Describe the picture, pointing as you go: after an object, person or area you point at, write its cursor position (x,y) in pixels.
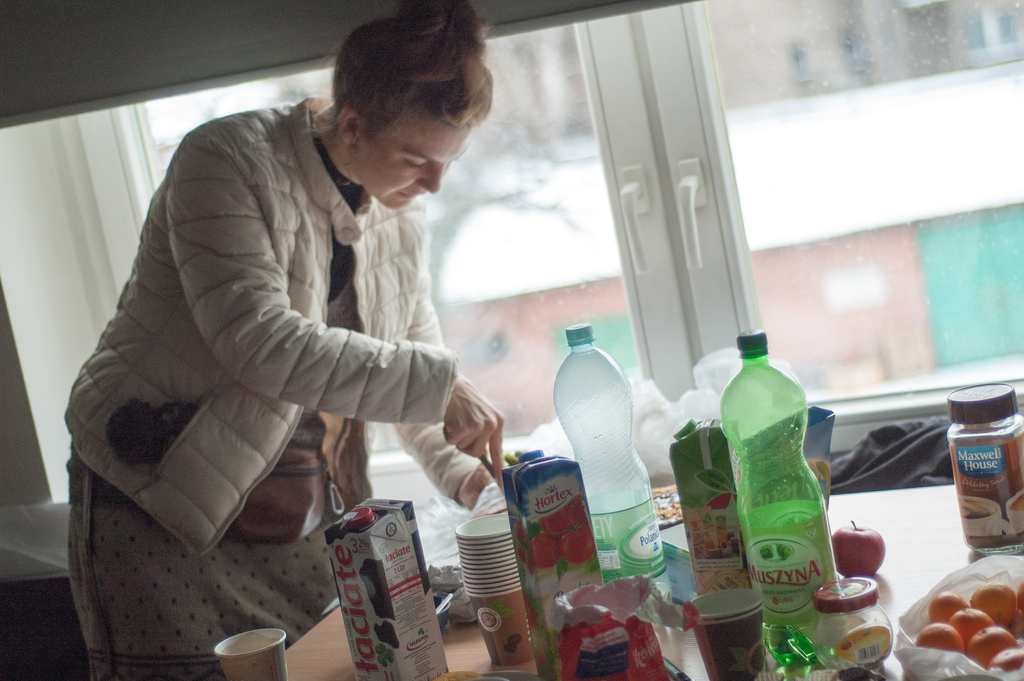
This picture contains a table (930,533) on which water bottle (599,486), cool drink bottle (748,461), glass (515,564), fruits (990,653), jar (880,611) and a box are placed on it. Behind the table (326,642), we see women (194,348) in white jacket (233,269) is catching knife (482,463) in her hands (471,482) and cutting fruits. Behind her, we see a window (757,195) from which we can see a building (821,266) which is red in color.
